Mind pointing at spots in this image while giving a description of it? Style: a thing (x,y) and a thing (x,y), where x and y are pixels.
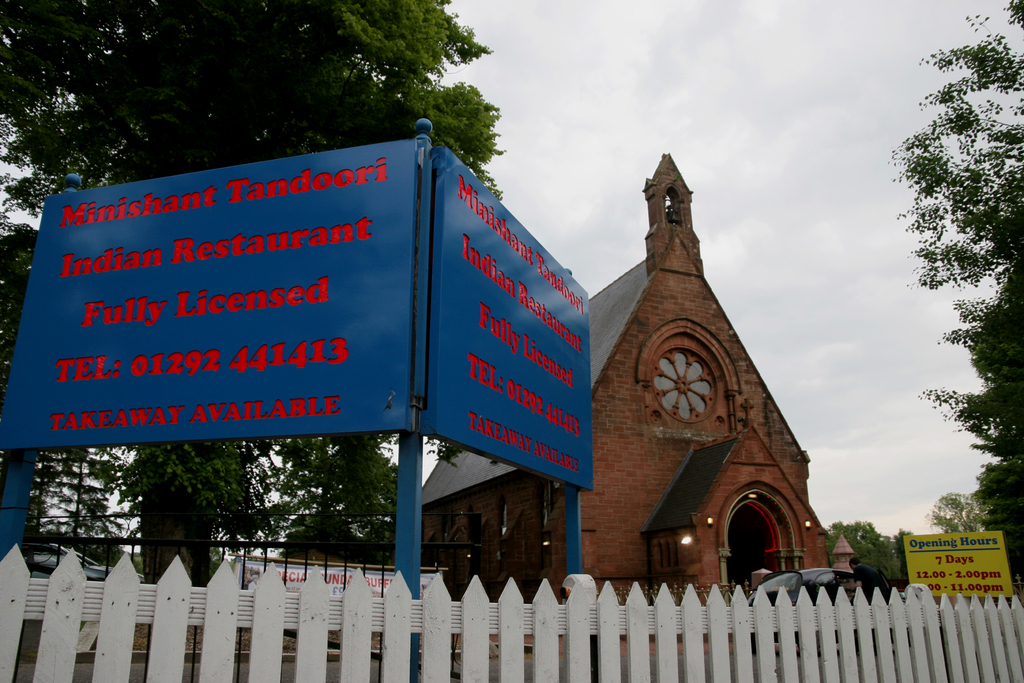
In this picture we can see fence (926,643), boards (931,542) on poles (407,466) and banner (372,577). There is a person (871,568) and we can see cars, trees (33,57), lights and building (515,524). In the background of the image (838,204) we can see the sky (825,156).
